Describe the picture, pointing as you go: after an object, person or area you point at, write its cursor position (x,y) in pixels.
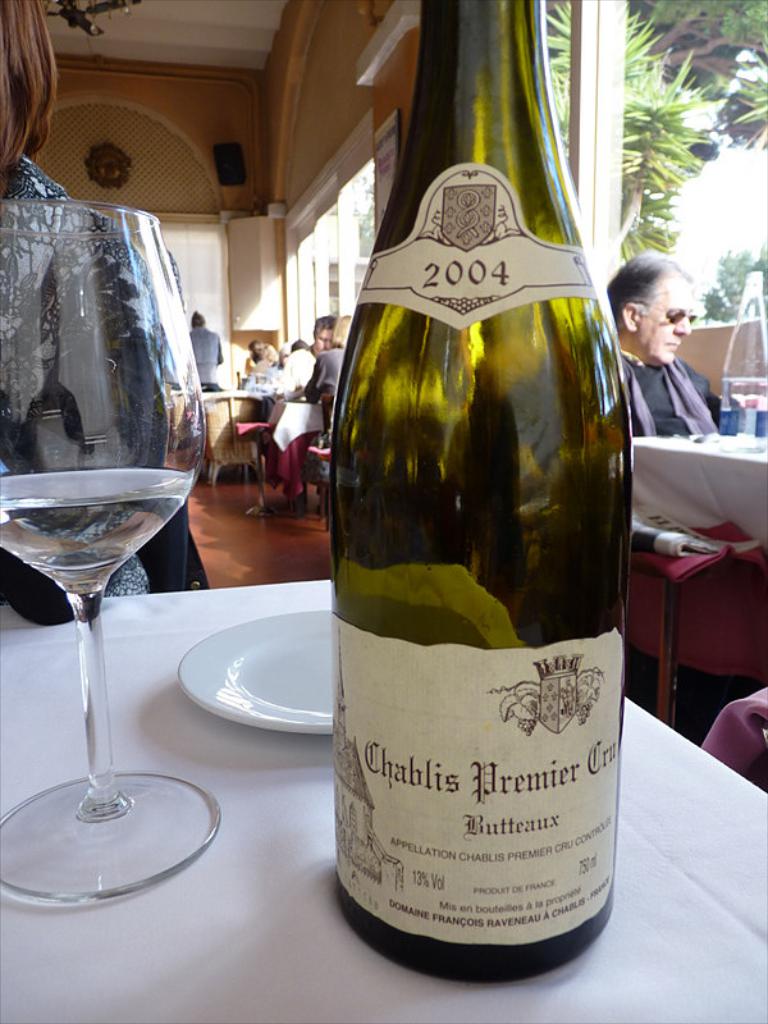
In the center (418,630) we can see wine bottle (490,501), glass (37,460), plate (281,655) on the table (23,914). On the left (34,50) we can see one woman (20,154) sitting. In the background (657,335) there were few persons (657,345) sitting on the chair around the table (692,455) and there is a wall (239,201), fan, trees (656,150) etc.
